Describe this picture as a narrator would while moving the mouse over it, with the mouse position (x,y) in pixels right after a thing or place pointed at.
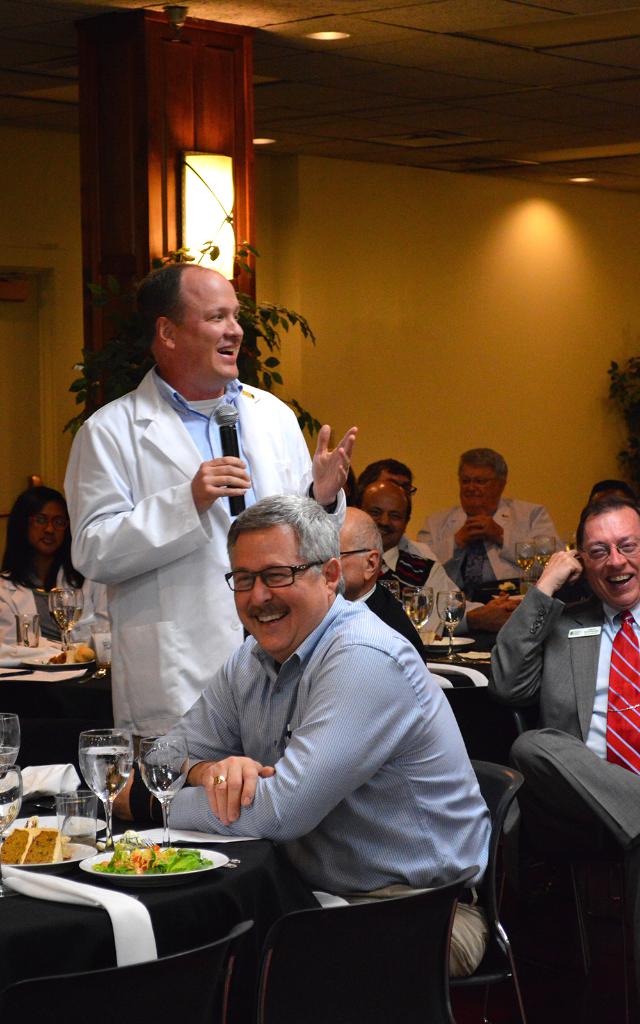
In the image we can see there are people (370,773) who are sitting on the chair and in front of them there are dining tables (9,902) and there are food (166,852) in the plates (214,856) and there are wine glasses (125,773) and beside the man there is a man (194,455) who is standing, holding a mike (236,447) and behind the people (214,498) there is a wall (432,200) which is in yellow colour.
